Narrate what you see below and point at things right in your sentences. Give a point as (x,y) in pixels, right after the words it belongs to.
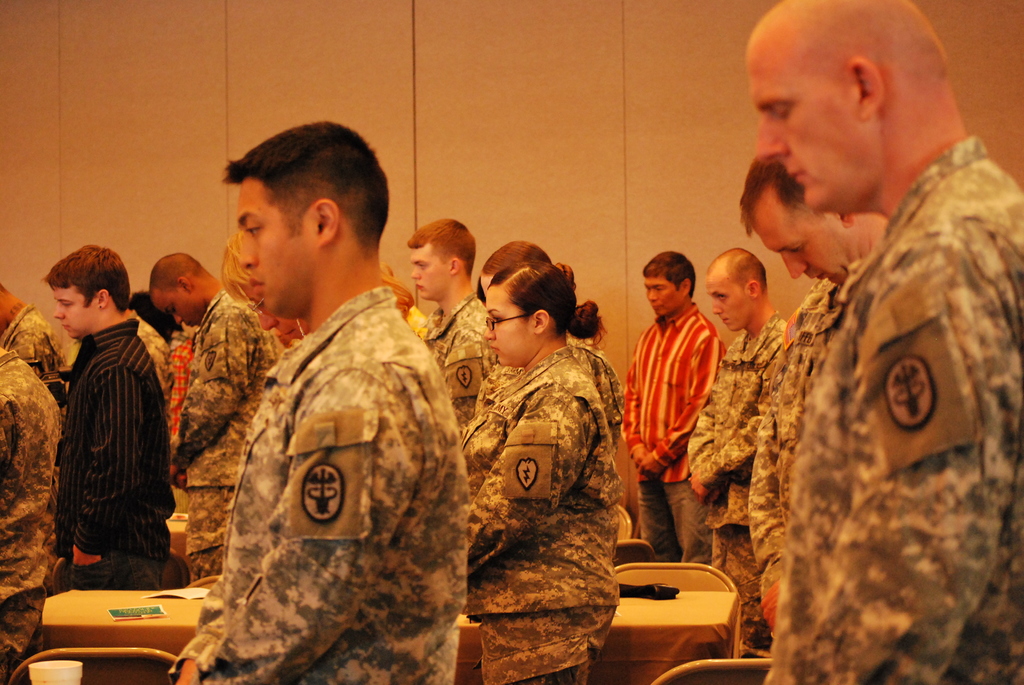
In this image I can see the group of people (600,375) standing. In these some people (502,416) are wearing military uniform (505,479). In front of these people (101,540) there is a table (174,601). On the table (107,599) there is a cup (79,680) and some papers (146,609).
